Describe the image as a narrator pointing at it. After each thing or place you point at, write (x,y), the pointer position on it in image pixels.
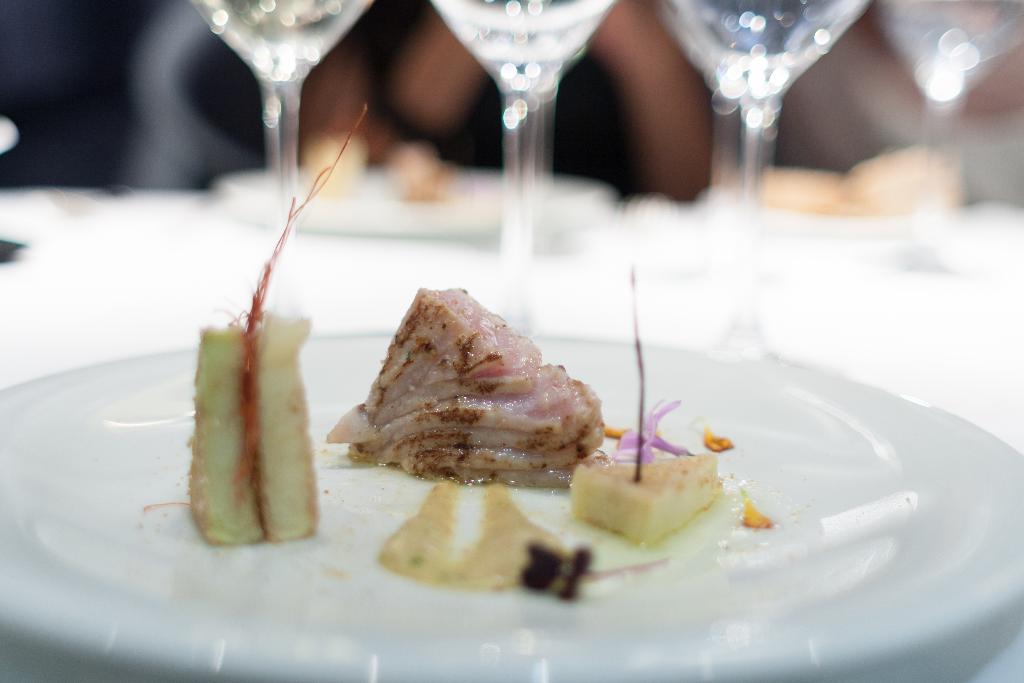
In this image we can see there is a plate (761,585) on the table (986,377) which is served with food (675,445) beside that there are so many glasses (742,251).
